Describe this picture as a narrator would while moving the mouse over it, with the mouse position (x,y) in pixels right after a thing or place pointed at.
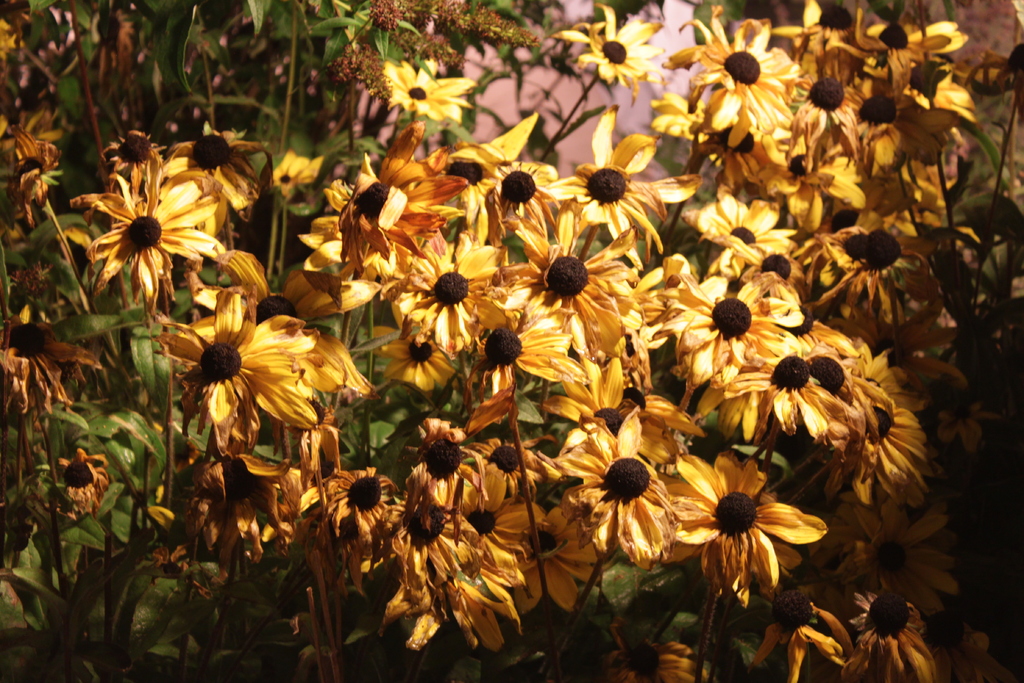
In this image I can see few flowers (594,369) and trees (99,4).
